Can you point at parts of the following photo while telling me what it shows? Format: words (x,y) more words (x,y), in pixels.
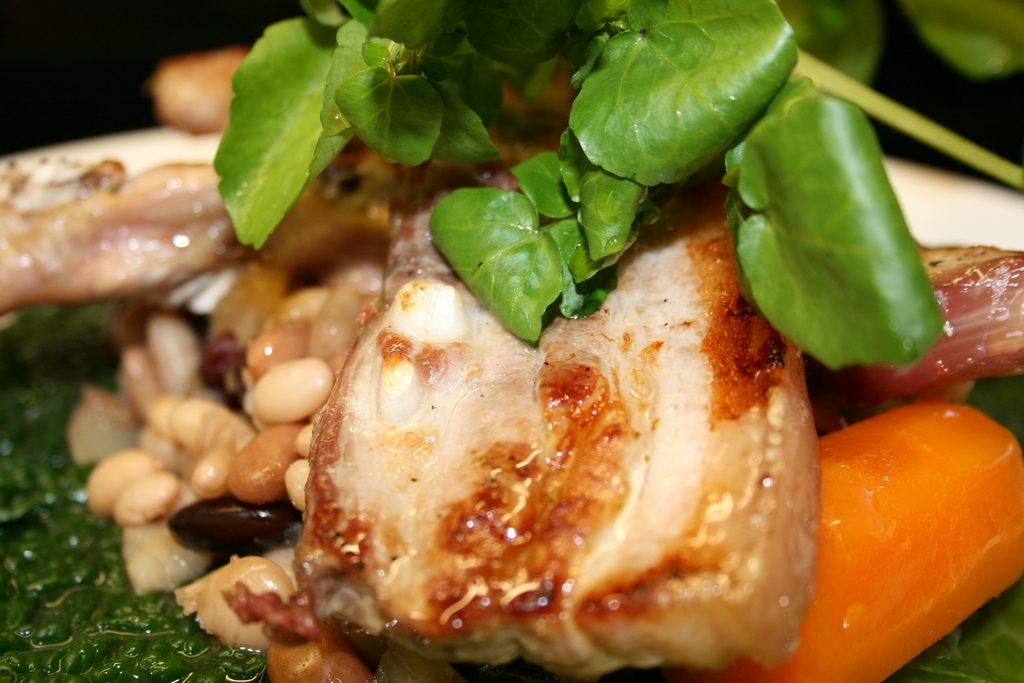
In the picture I can see some food item (503,332) where on the top of it some leaves (541,42) are placed.
